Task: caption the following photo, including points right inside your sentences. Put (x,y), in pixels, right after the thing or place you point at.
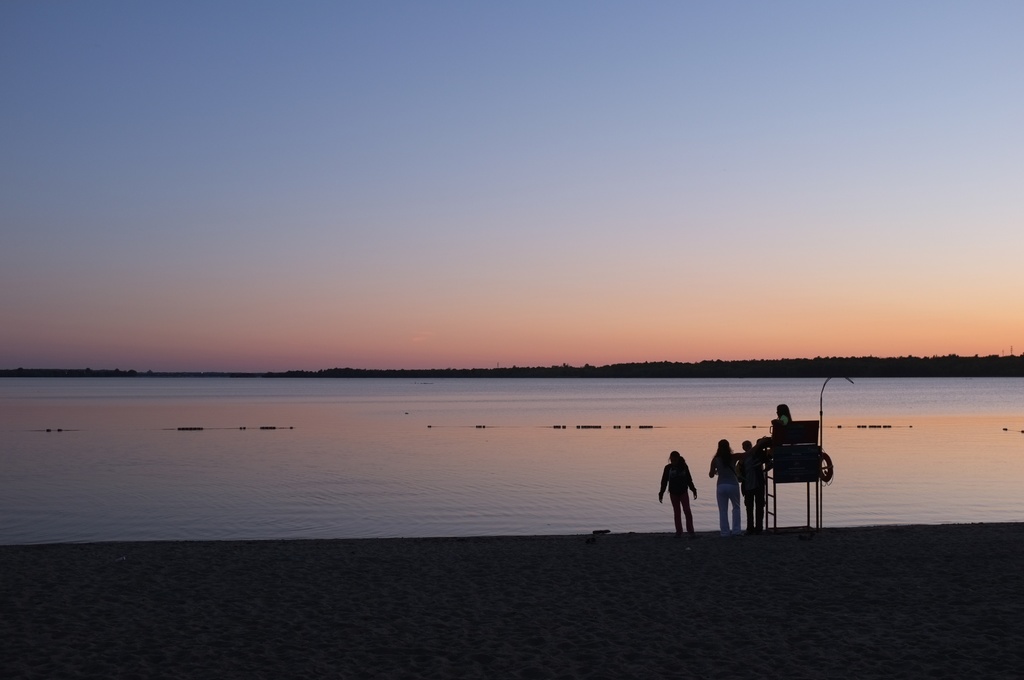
In this image there is a person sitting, three persons (759,461) standing, ladder (765,503), water (578,393), trees (300,374), and in the background (535,336) there is sky (404,296).
